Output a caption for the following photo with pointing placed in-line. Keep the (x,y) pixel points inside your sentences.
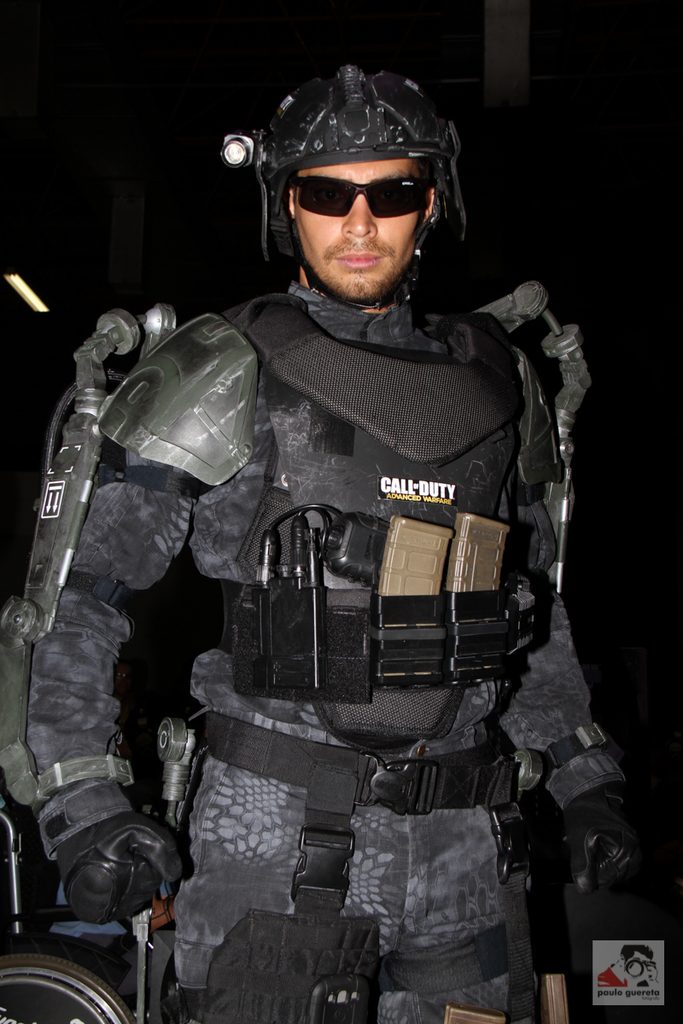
In the picture I can see a man (304,459) is standing. The man (332,501) is wearing a uniform (439,493), helmet (350,155), black color shades (317,204) and some other objects (369,700). The background of the image (51,122) is dark. On the bottom right corner of the image (605,985) I can see a watermark (605,976).
